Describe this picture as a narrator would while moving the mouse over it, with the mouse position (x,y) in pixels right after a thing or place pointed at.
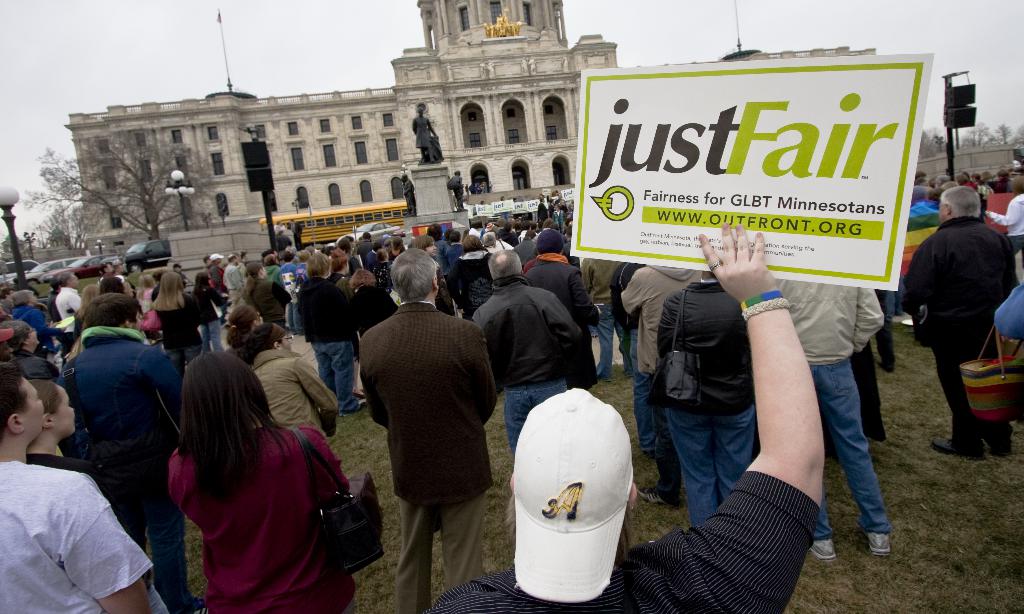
In this image there is the sky (271,49) truncated towards the top of the image (326,31), there is a building (485,137) truncated towards the top of the image (521,58), there is a tree (137,184), there are trees (968,137) truncated towards the right of the image (1000,139), there is sculptures (431,154), there are vehicles (327,222), there is a vehicle (26,277) truncated towards the left of the image (14,280), there is a street light (10,206) truncated towards the left of the image (7,219), there are poles (185,224), there are group of persons (436,337) standing, there are persons (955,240) holding an object (879,239), there are persons (1009,234) truncated towards the right of the image (1004,311), there are persons (238,558) truncated towards the bottom of the image (173,567), there are persons (28,395) truncated towards the left of the image (27,483), there are boards (581,204), there is the text (768,198) on the board (741,191).
